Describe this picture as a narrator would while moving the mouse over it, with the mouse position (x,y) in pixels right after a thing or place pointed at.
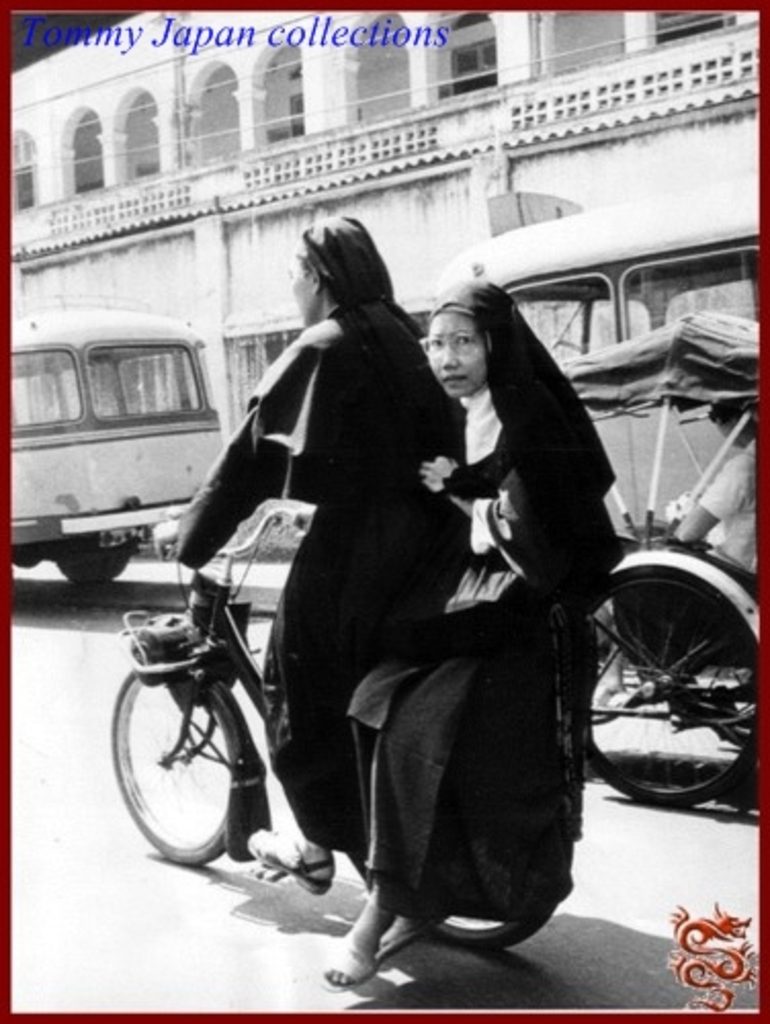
In this picture we can see one woman (323,559) riding bicycle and other woman (568,624) sitting at back of her and we can see some more vehicles (590,372) such as bus (583,341), rickshaw (729,385) on road (204,788) and in background (138,94) we can see building (381,170) i think this is black and white picture.
